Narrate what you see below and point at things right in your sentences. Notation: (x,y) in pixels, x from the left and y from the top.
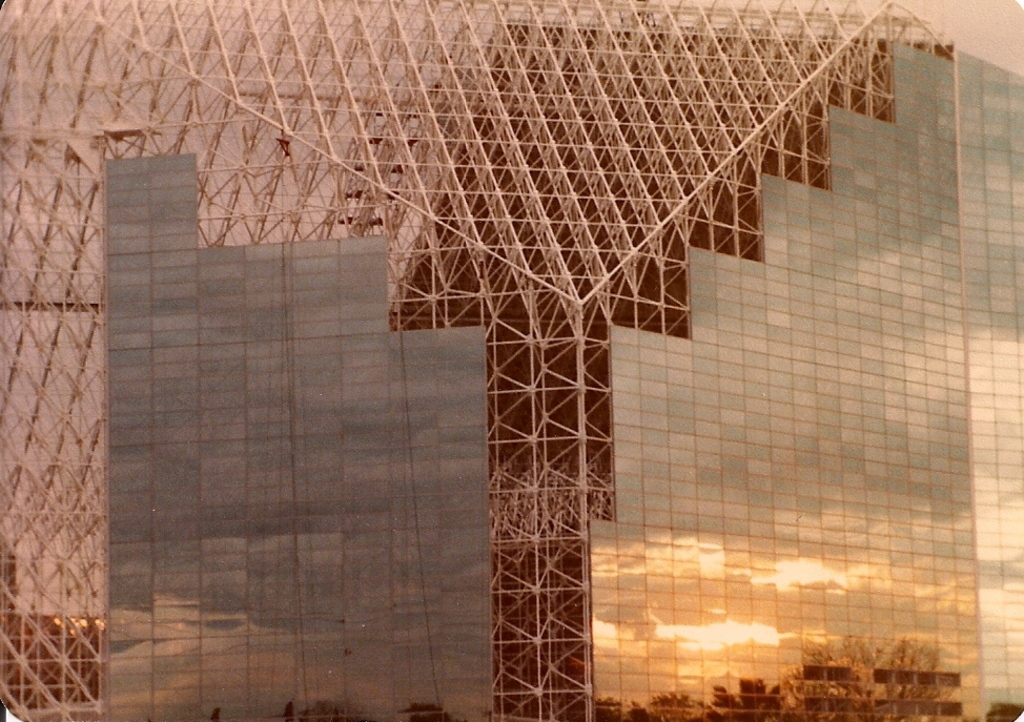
In this picture we can see few metal rods (498,189) and glasses (961,593), in the mirror reflection (791,665) we can find few trees (781,712).
